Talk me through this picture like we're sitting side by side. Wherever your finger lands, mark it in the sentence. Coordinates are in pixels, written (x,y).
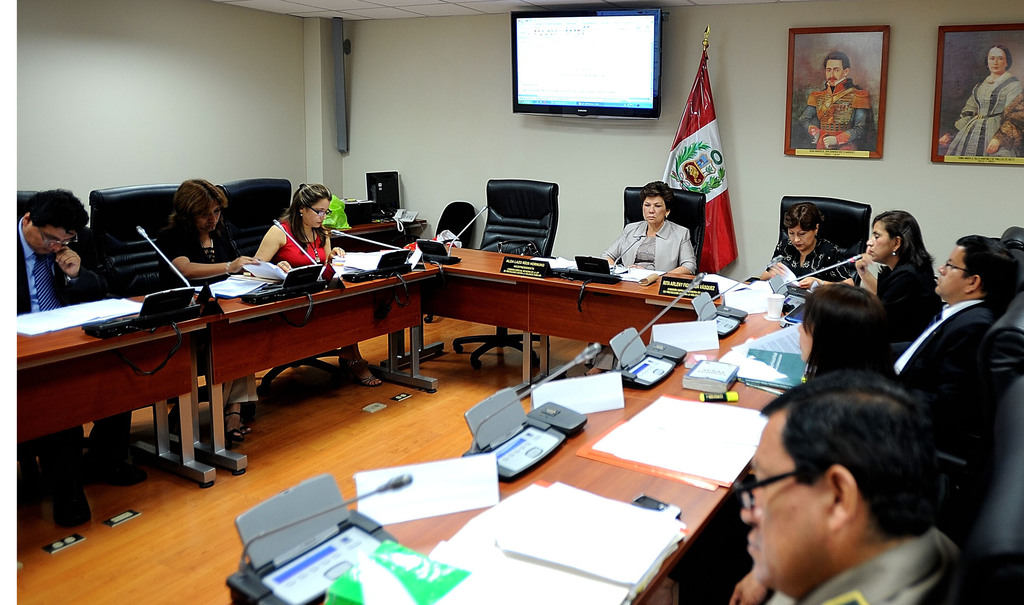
In the picture we can see some group of people (795,438) sitting on chairs (103,209) around table (437,314) on which there are some papers (55,330), microphones (350,543), some other objects (377,584) and in the background of the picture (686,186) there is a flag (716,195), screen (541,112) which is attached to the wall (508,71) and we can see some photo frames (798,88) which are on the wall (719,95).
